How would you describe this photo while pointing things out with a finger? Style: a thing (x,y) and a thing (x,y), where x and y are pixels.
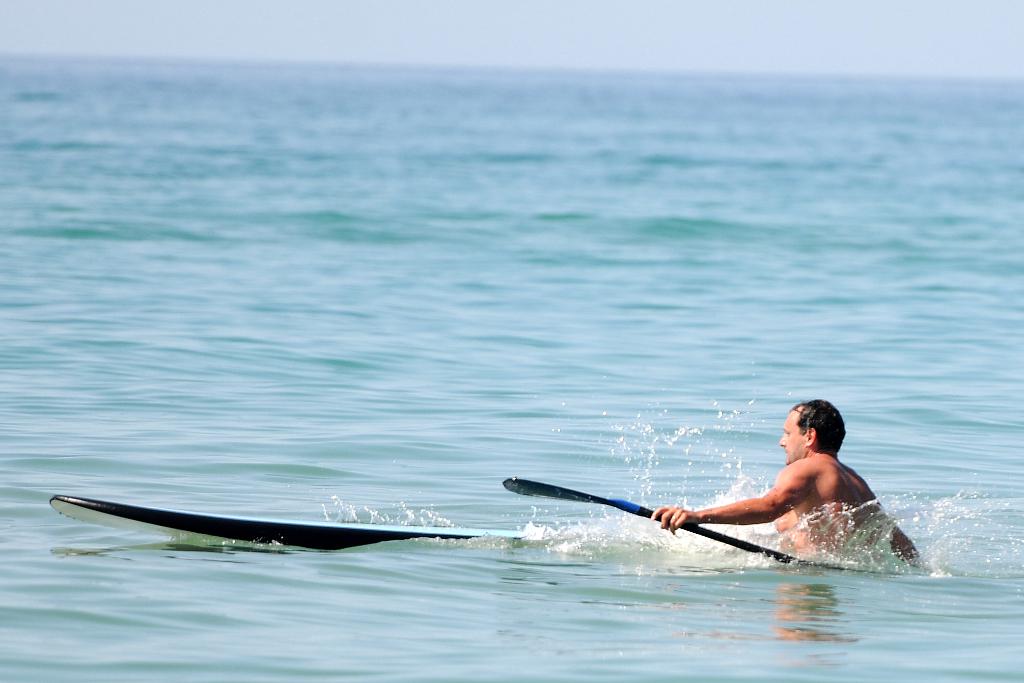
In this picture I can see a person (692,511) holding a paddle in the water (681,592), there is a surfboard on the water (424,493), and in the background (445,48) there is sky (627,55).
